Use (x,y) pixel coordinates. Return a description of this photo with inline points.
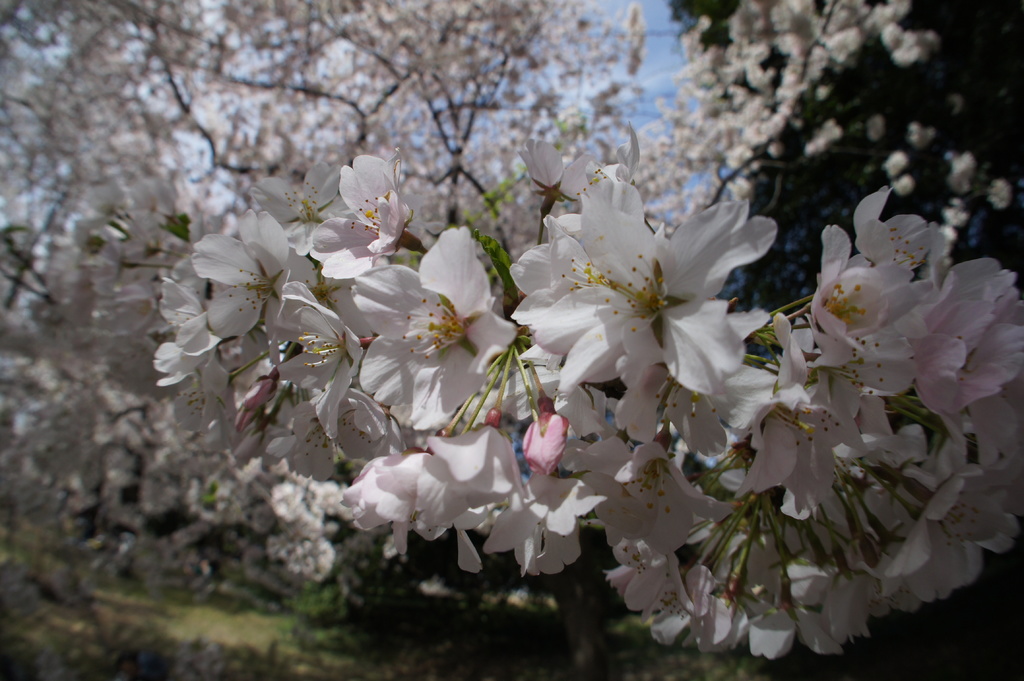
In this picture we can see so many flowers (367,242) to the trees (8,501).
